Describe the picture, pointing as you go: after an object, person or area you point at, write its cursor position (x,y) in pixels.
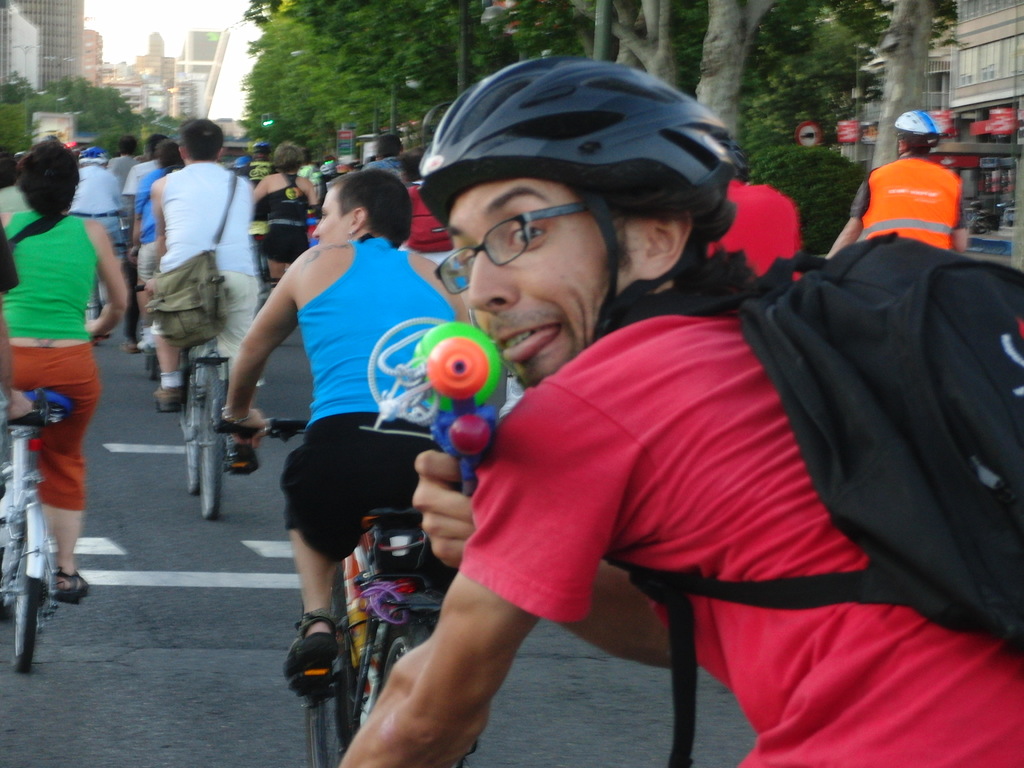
In this image, there are group of people (573,335) riding a bicycle (443,588). In the left top (48,32), buildings (23,54) are visible and a sky (159,30) of white in color visible. Next to that trees (579,18) are there and buildings (947,88) are visible. This image is taken during day time on the road (228,504).
